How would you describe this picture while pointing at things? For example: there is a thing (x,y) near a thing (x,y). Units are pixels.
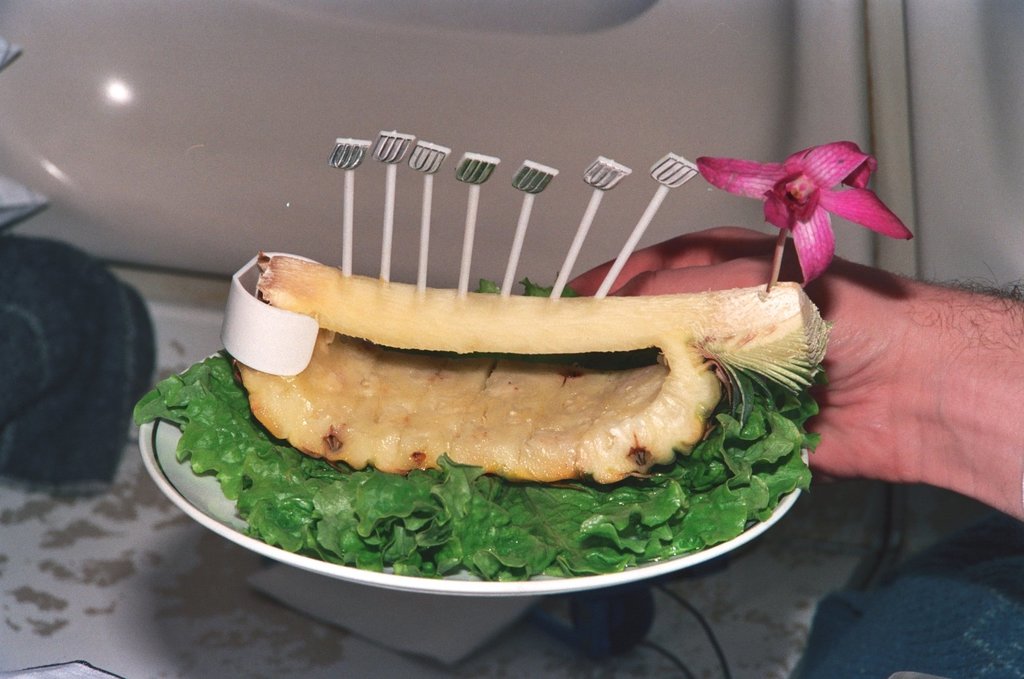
In this picture we can see food (576,383) and a flower (785,163) in the plate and we can see a human hand (905,342).
